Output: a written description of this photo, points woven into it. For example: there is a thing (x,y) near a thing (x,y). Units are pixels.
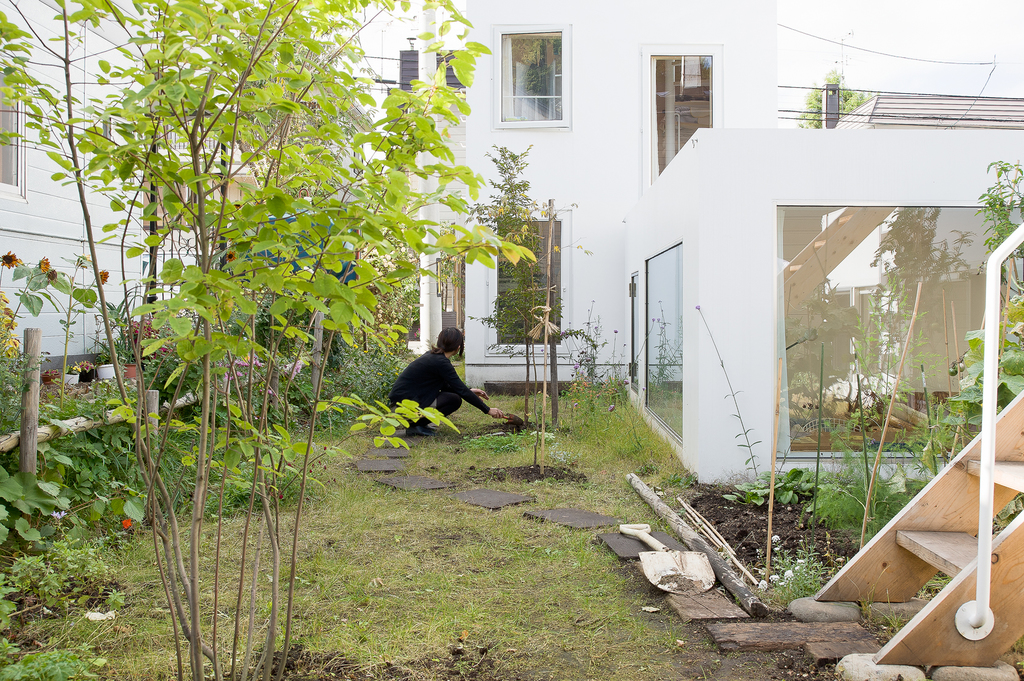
In this image in the center (453,379) there is one person (461,401) who is sitting and at the bottom (488,484) there is some grass (597,459), in the background (841,269) there are some buildings (578,225). And on the right side (913,545) there are some stairs (946,510).
